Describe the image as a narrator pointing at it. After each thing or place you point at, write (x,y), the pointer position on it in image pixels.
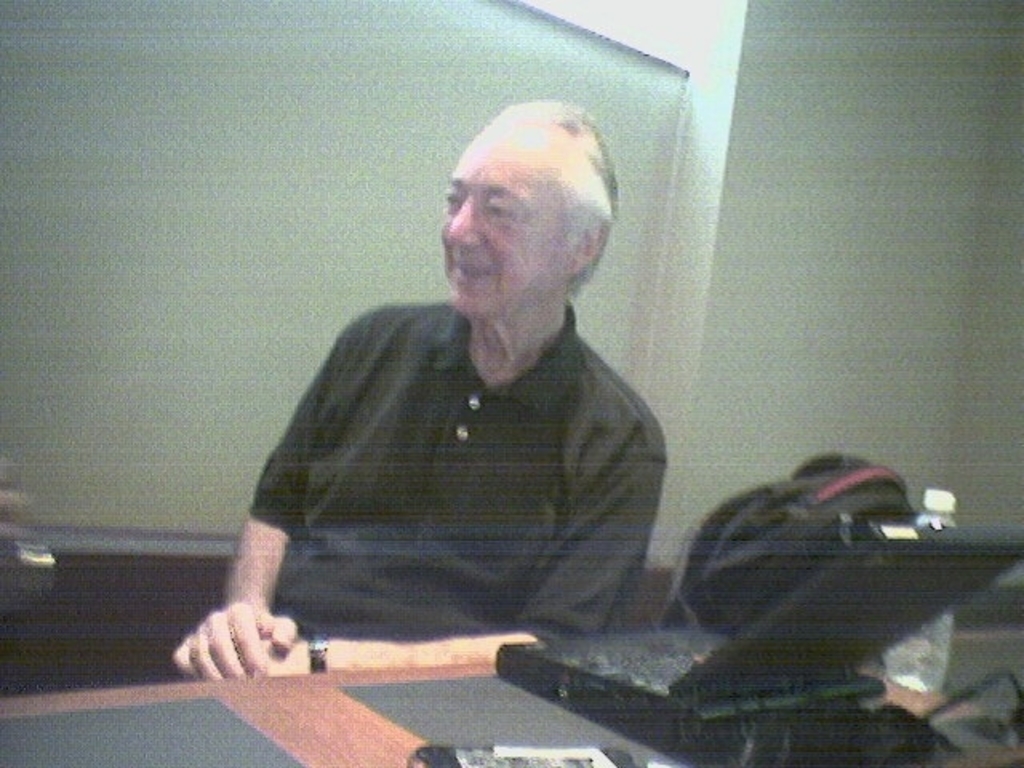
At the bottom of the image (598,706) there is a table (608,730) with a laptop (679,642), bottle (936,667) and some other things (998,705). Behind the table (640,757) there is a man (483,493) and also there is a bag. Behind the man (292,548) there is a wall (88,208).
